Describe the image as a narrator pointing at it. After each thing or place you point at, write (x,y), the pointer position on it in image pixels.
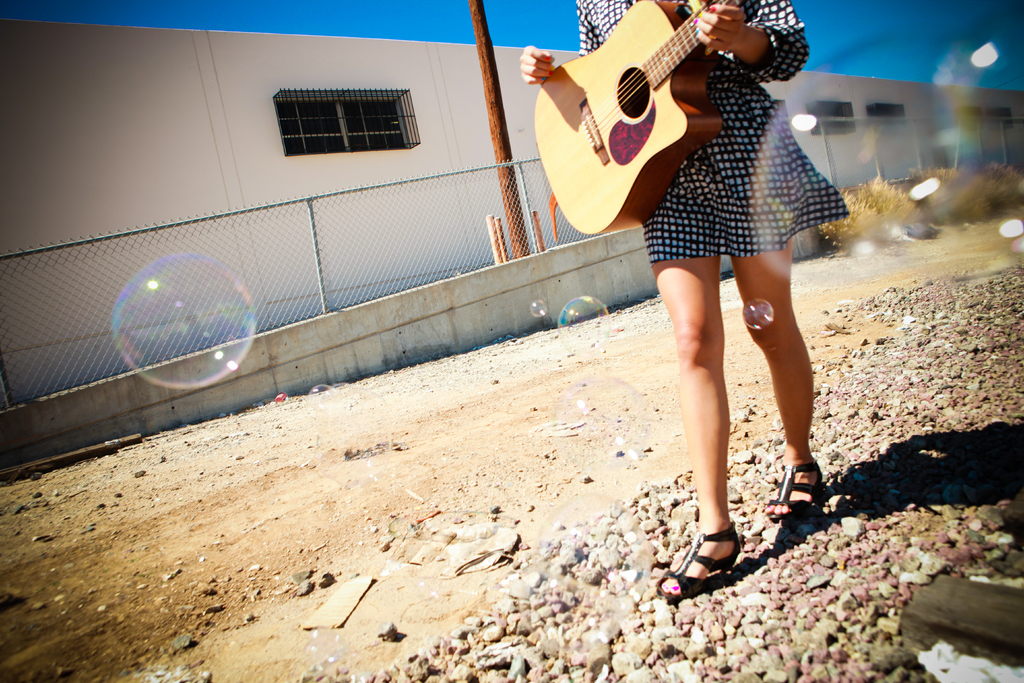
This picture shows a woman (592,23) holding a guitar (570,132) and walking and we see some air bubbles (988,158) and a house (470,76).
